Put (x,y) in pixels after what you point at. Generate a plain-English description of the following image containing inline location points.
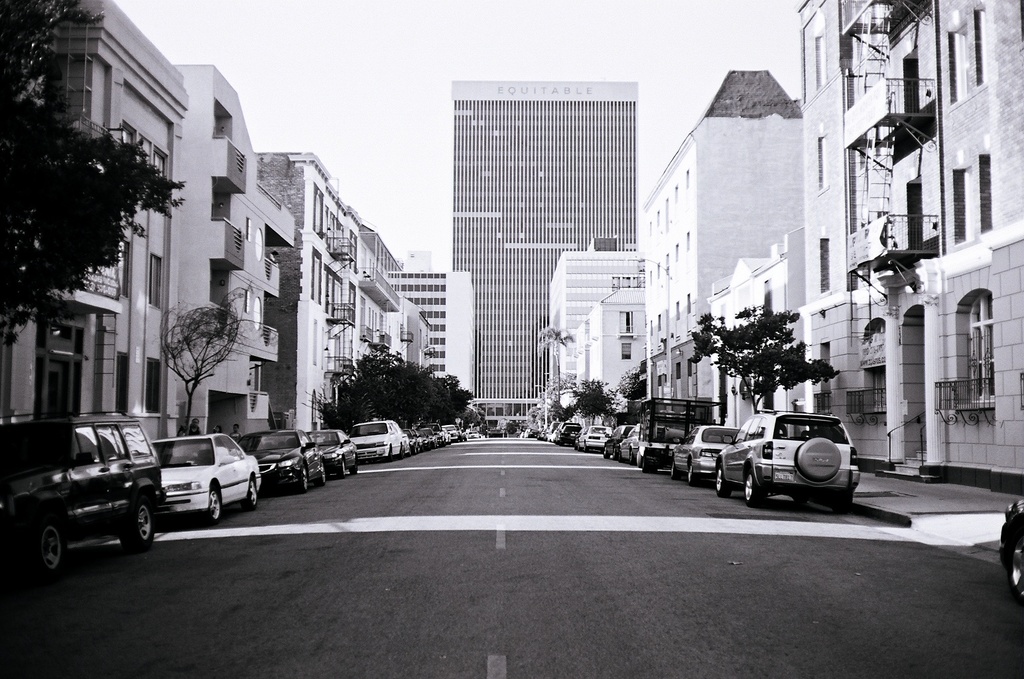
This is a black and white image. In the center of the image (400,441) there is road (159,674) with cars (541,439). To both sides of the image there are buildings (701,302). In the background of the image (565,139) there is building (523,92) and sky (480,59).
